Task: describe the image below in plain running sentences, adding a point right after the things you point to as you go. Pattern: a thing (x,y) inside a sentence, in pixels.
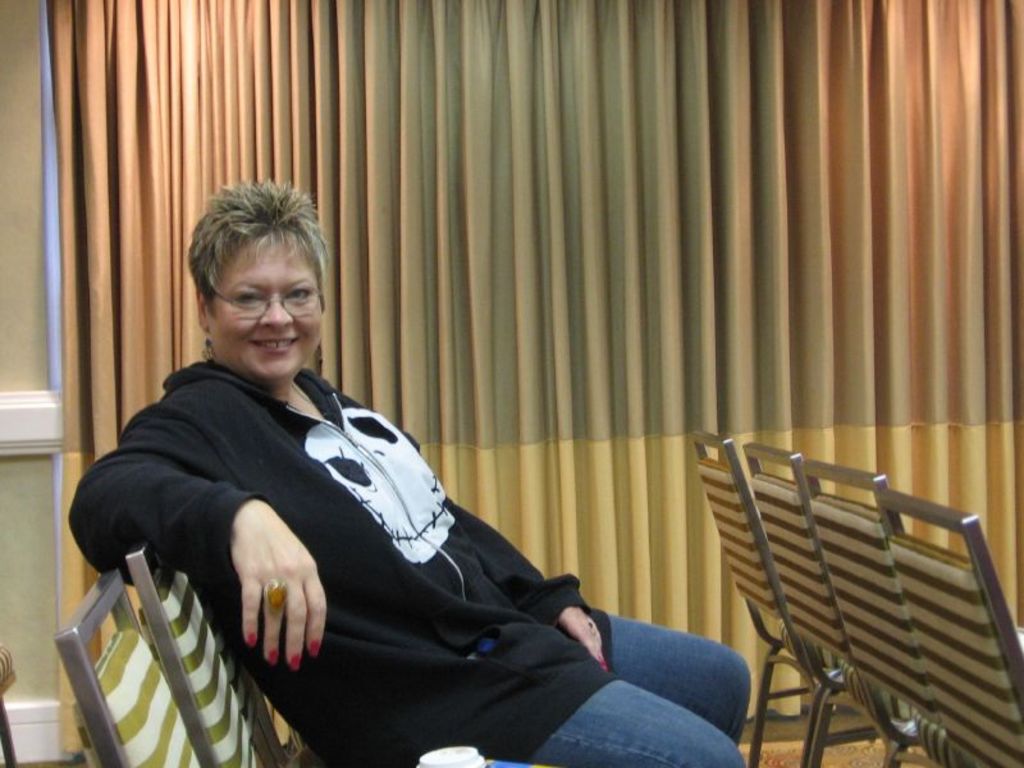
This is a picture of a woman (331,610) in black hoodie (370,650) was sitting on a chair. Background of this woman (355,544) there are curtains (446,316).
